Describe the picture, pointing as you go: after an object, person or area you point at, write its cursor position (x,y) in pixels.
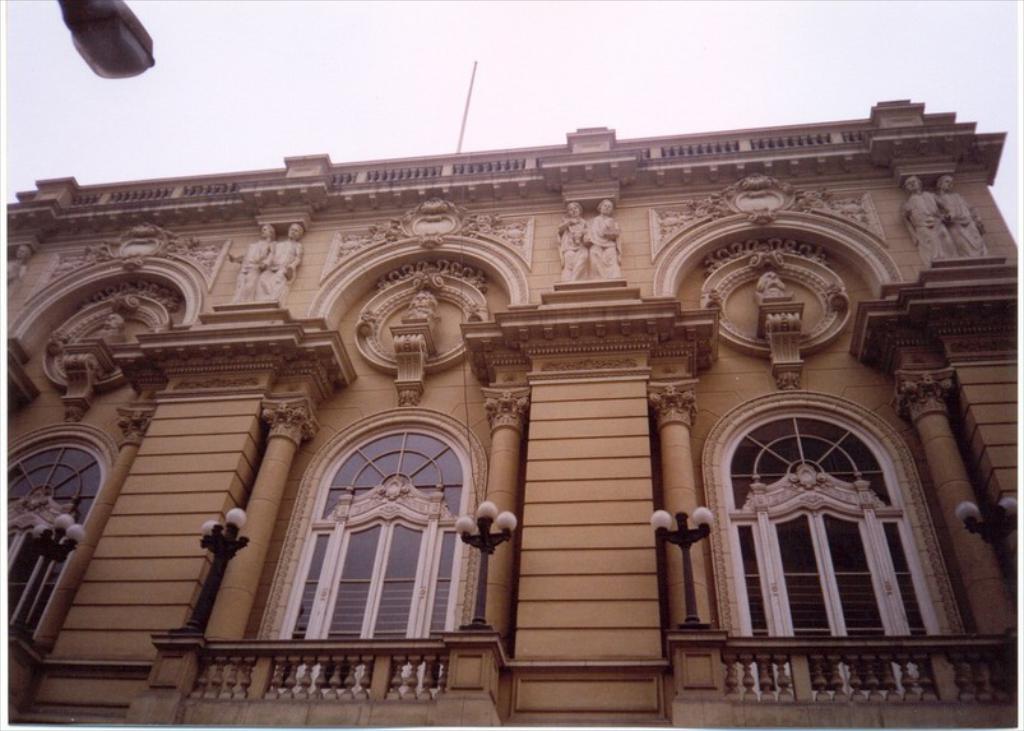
In this image I can see a building (265,611). It has windows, lights (215,557) and sculptures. There is a light (118,40) on the left (108,50) and sky (604,41) at the top (816,41).
